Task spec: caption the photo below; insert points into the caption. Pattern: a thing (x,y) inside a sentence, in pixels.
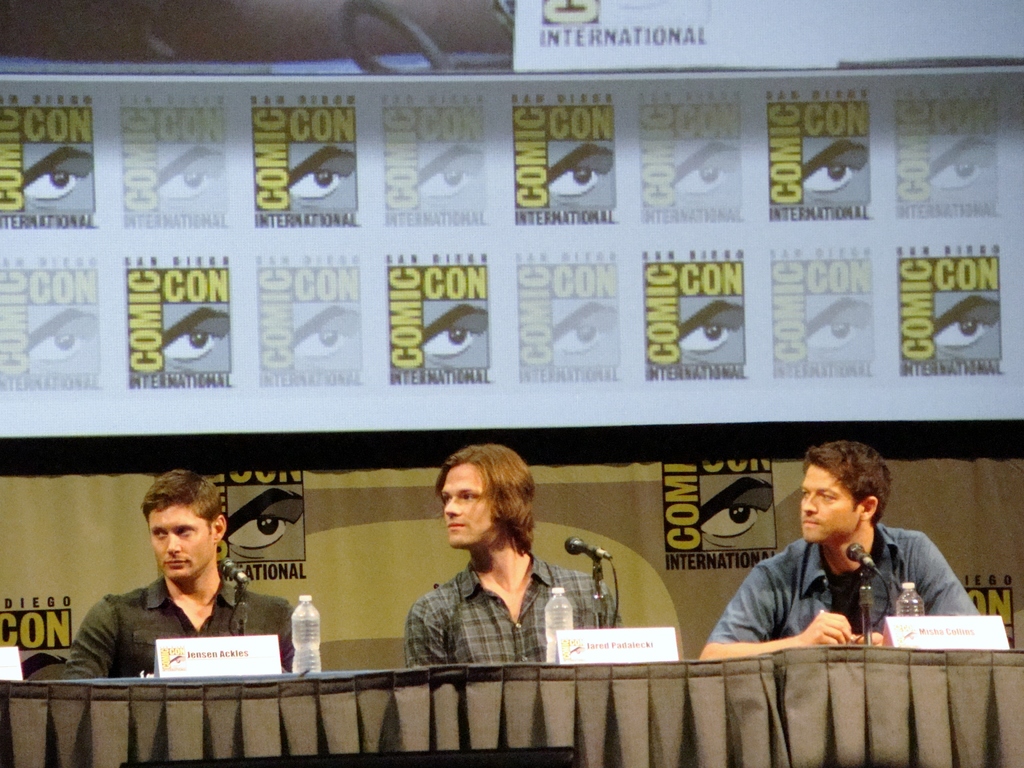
In this image I can see three men (166,601) are sitting in front of the table (508,700) which is covered with a cloth (191,736). On the table (170,691), I can see few bottles (320,635), mike (590,554) and name boards (267,673). These three men (185,616) are looking at the left side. In the background (598,398), I can see a banner (288,398) on which I can see some text (724,372).
